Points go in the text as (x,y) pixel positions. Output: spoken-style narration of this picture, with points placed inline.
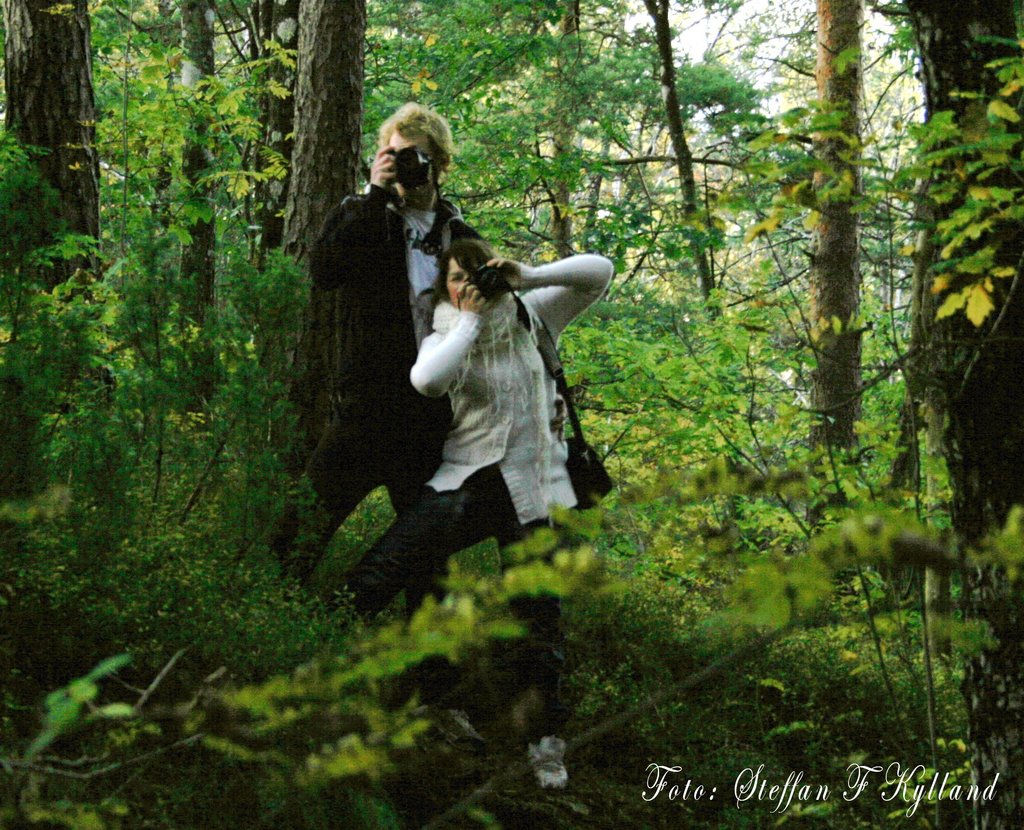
In this image I see a man (356,209) and a woman (525,428) who are holding cameras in their hands (509,279) and I see that this woman (549,303) is carrying a bag (595,489) and I see number of trees (743,373) and I see the watermark (701,780) over here.
